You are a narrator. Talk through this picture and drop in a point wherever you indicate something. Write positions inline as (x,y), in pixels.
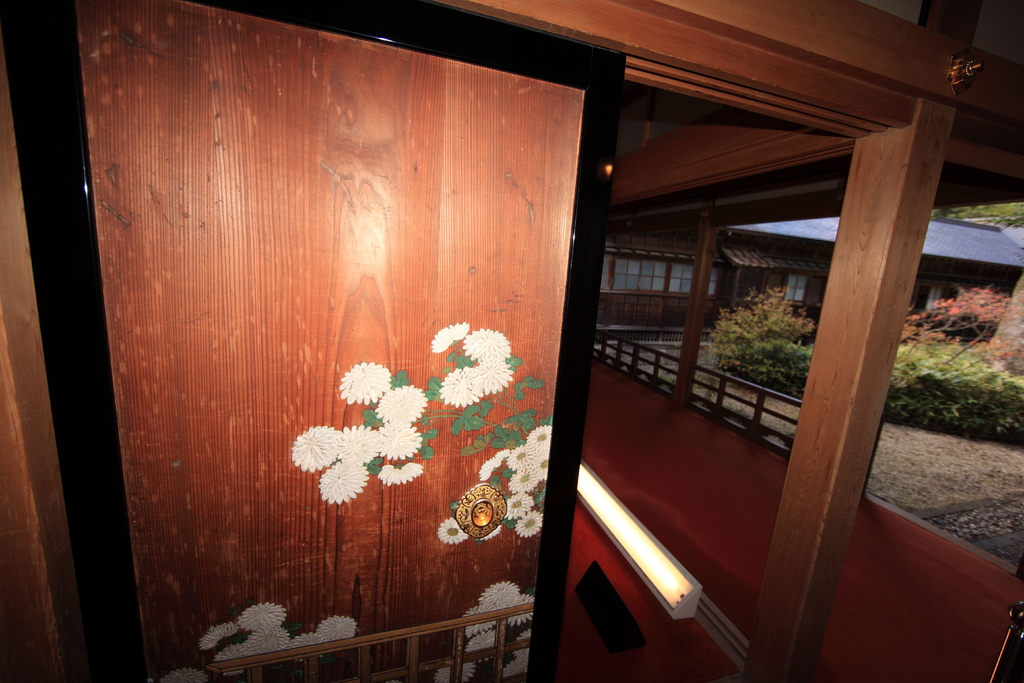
On the left side of the picture (203,165) there is a door (520,330). On the right (734,422) there is railing (643,348). In background (938,342) towards right (946,378) there are plants (929,317) and trees (957,208).
